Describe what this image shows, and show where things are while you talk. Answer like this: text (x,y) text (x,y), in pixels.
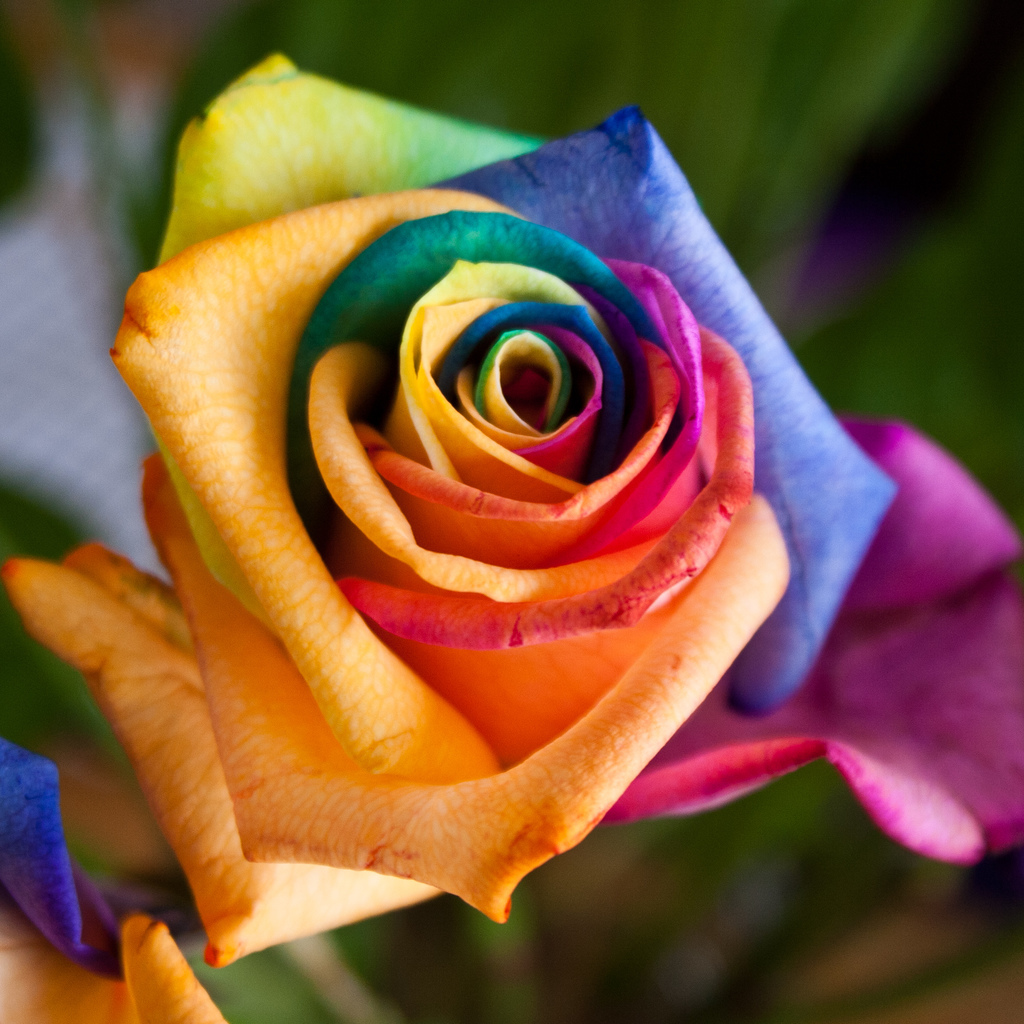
In this image I can see a colorful flower (523,407) and the blurry background (873,36).
